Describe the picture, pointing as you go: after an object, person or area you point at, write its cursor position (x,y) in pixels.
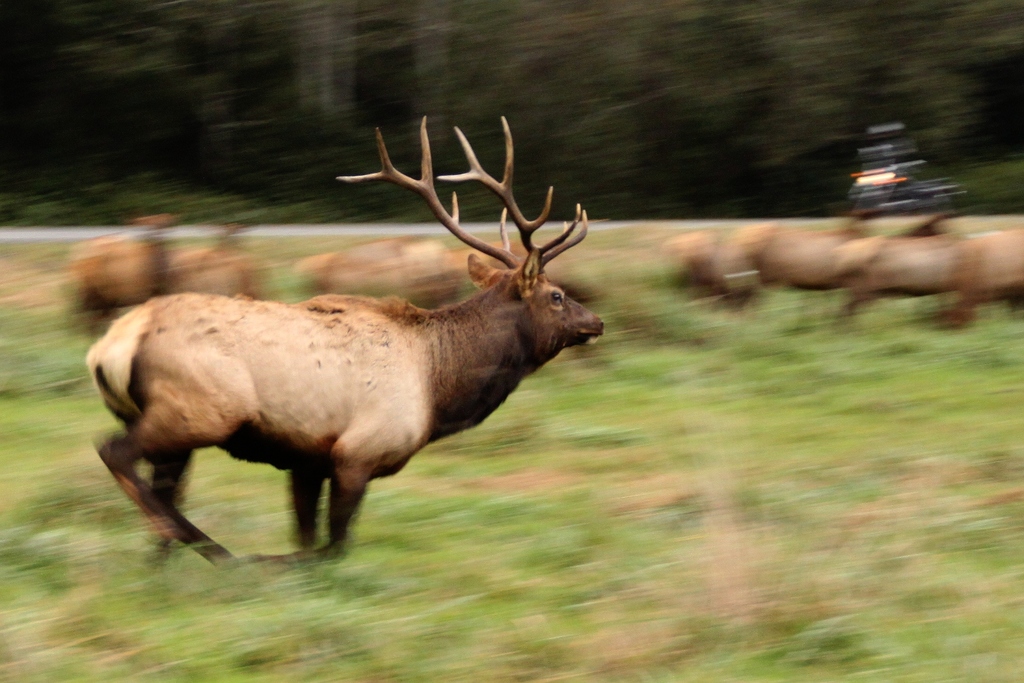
This image is taken outdoors. At the bottom of the image (793,631) there is a ground (766,530) with grass (461,529) on it. In the middle of the image (429,349) a deer (263,380) is running on the ground (661,421). In the background (984,250) there are a few deers (381,272) and a vehicle (883,132) is moving on the road (55,239).
